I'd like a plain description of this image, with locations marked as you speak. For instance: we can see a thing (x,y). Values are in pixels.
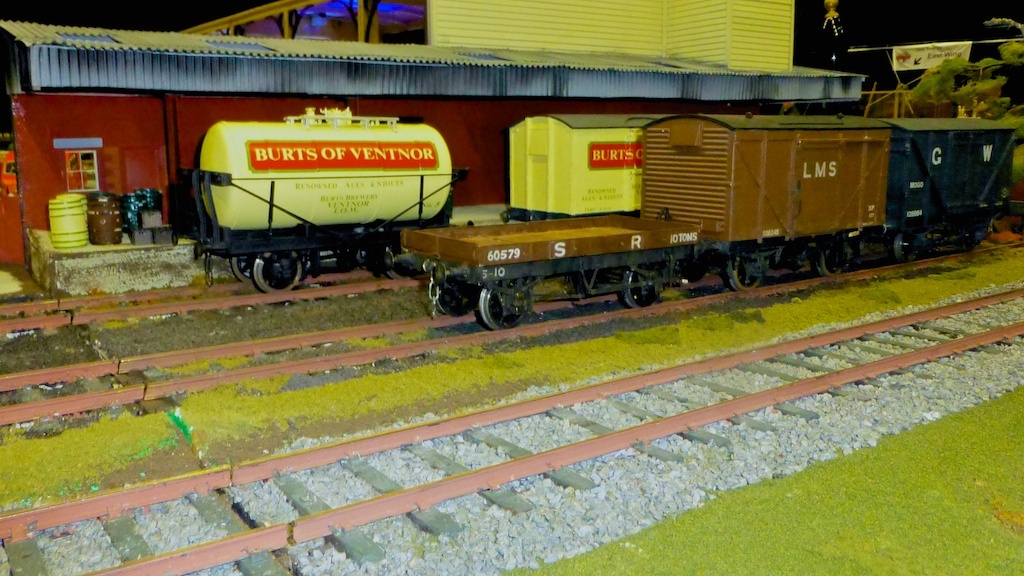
In the center of the image (395,203) we can see a few toys (457,288), which are representing two trains (450,273) on the tracks (423,321), one building (160,186), one banner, barrel (143,205), stones (445,506) and a few other objects (150,216).
